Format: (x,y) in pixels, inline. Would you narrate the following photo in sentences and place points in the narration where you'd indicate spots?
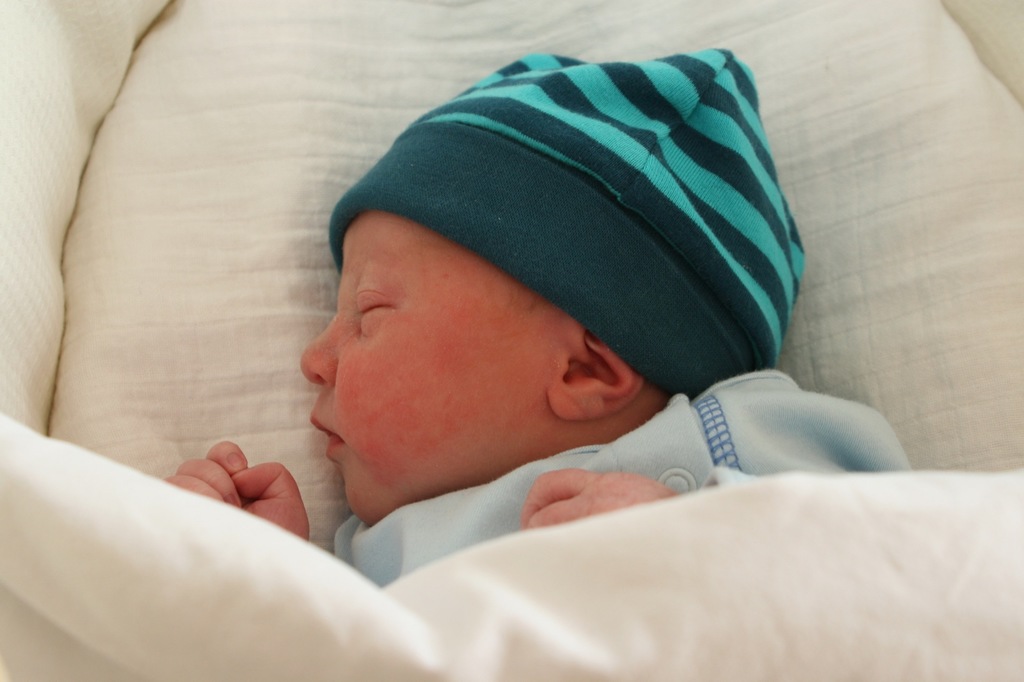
In this image we can see a baby (562,409) sleeping. At the bottom (946,584) there is a blanket (478,666).
